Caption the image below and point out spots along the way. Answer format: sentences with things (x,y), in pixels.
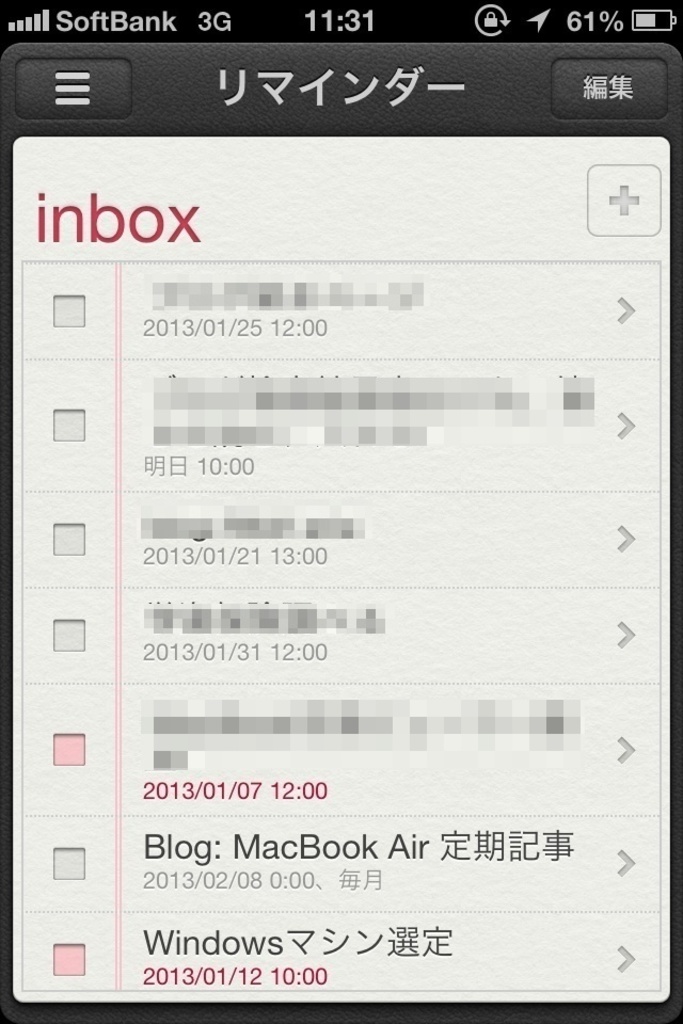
In this image, we can see a mobile screen (111,853). Here we can see some text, dates (204,877), numbers (164,877), symbols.
